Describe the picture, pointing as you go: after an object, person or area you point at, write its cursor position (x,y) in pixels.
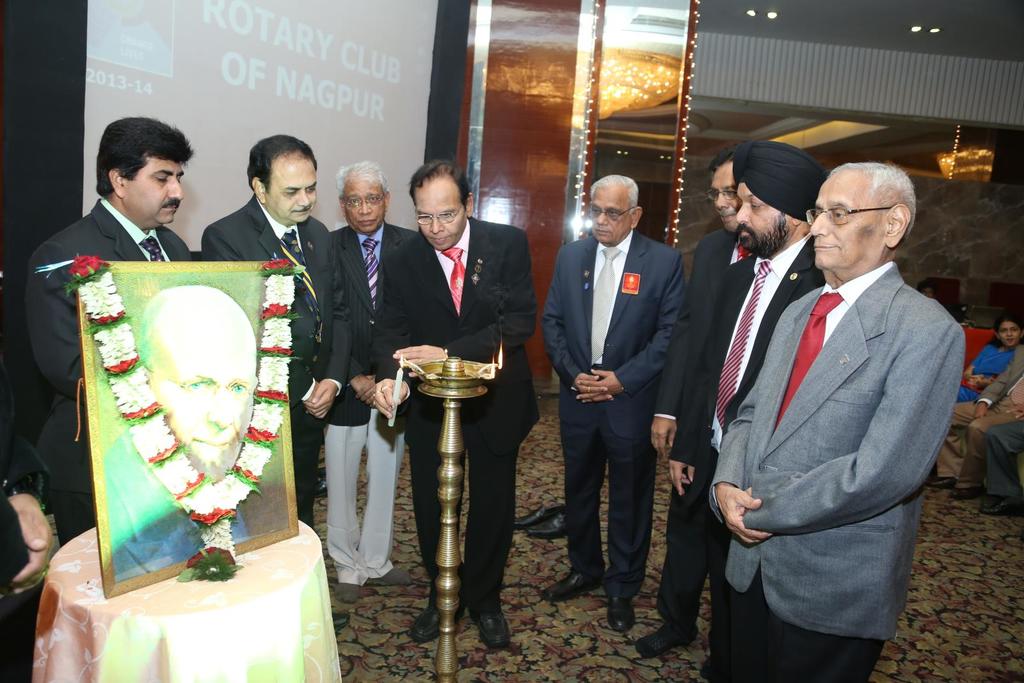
In this image in the center (483,291) there are persons (559,270) standing. In the front (275,438) on the table (181,622) there is a frame (193,546) with a garland (122,377) on it and there is a stand (448,432). In the background (332,71) on the left side (303,67) there is a screen (292,78), on the screen (316,70) there are some texts (370,62) displaying. On the right side (984,360) there are persons (990,363) sitting. On the floor (970,578) there is mat (964,602).
